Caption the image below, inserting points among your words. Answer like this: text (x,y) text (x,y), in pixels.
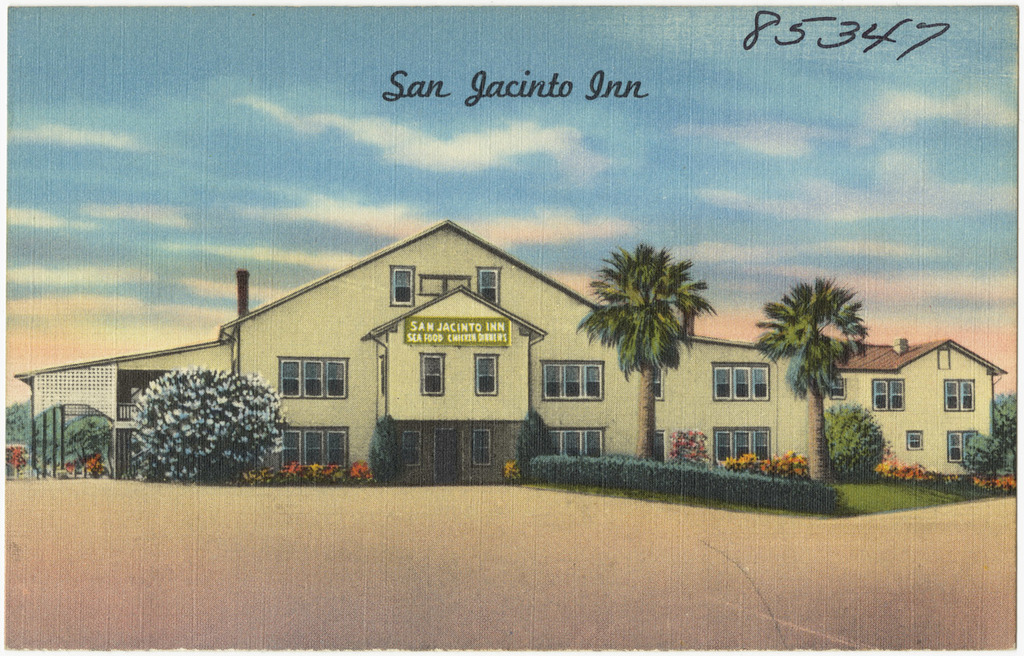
This is the painting image in which there is a building (447,378), there are trees (850,419), there are flowers (763,469) and there is grass (893,494) and there is some text (500,341) written on the wall (455,346) of the building (437,344) and the sky (439,167) is cloudy and there is some text (480,97) written on the top of the image (880,45).
